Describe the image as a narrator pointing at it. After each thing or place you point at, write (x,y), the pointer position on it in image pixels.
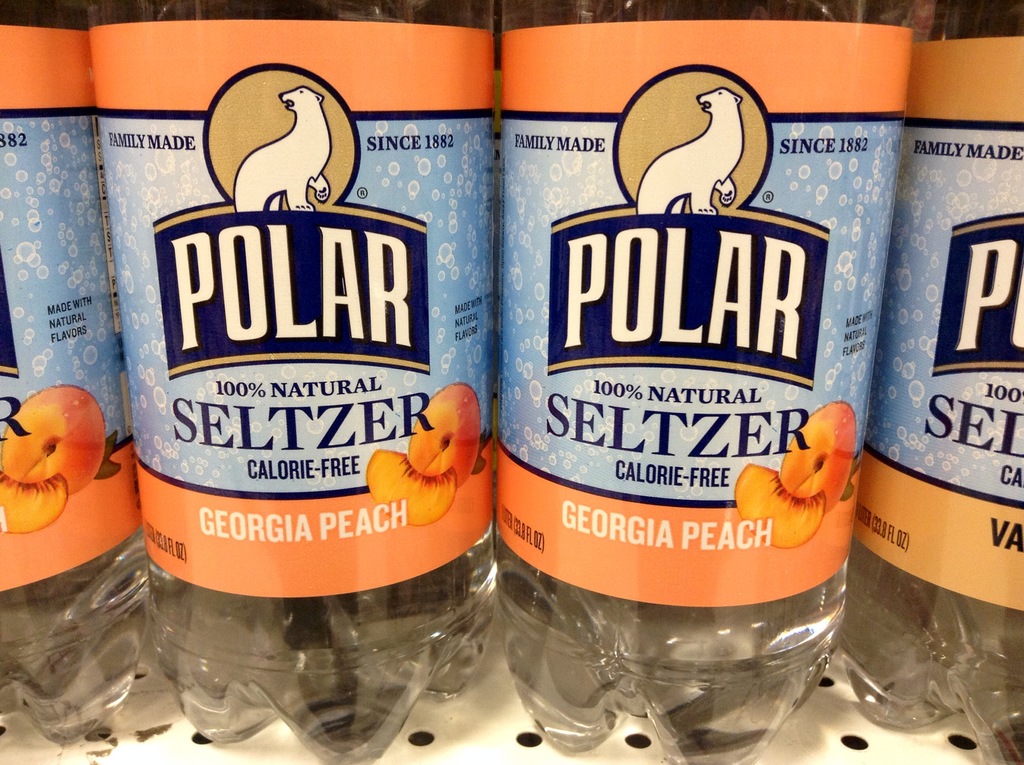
Here in this picture we can see number of bottles (553,357) present in the rack (182,720) over there.
